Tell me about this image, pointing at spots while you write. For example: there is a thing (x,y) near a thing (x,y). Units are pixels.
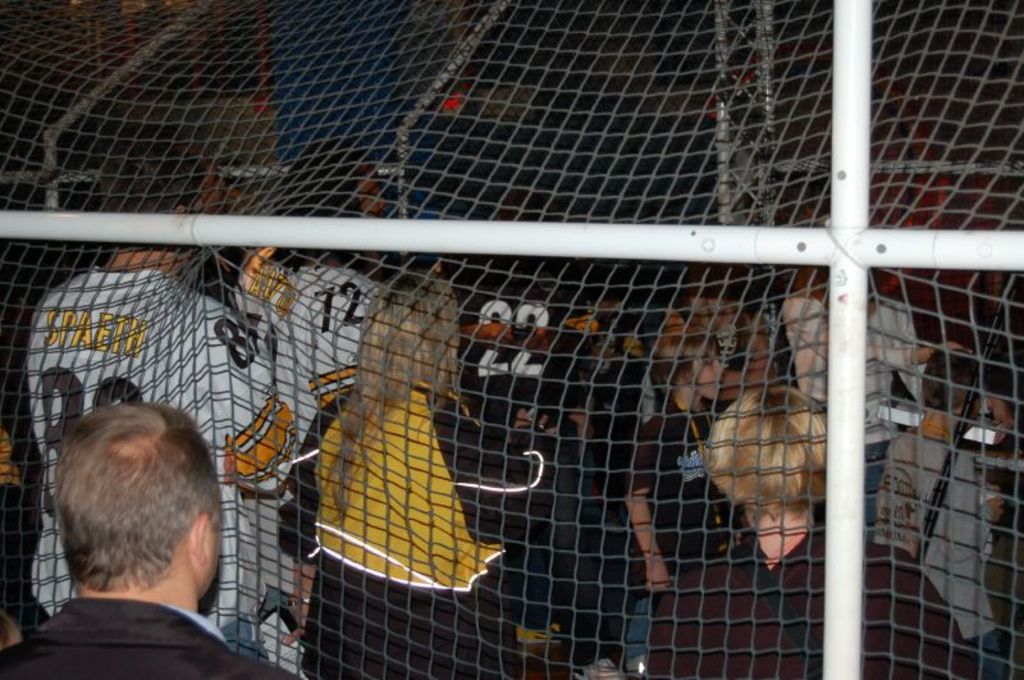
In this image there is a net (892,673), behind the net (936,636) there are people (597,393) standing, in the bottom left (150,648) there is a man (163,643) standing.
